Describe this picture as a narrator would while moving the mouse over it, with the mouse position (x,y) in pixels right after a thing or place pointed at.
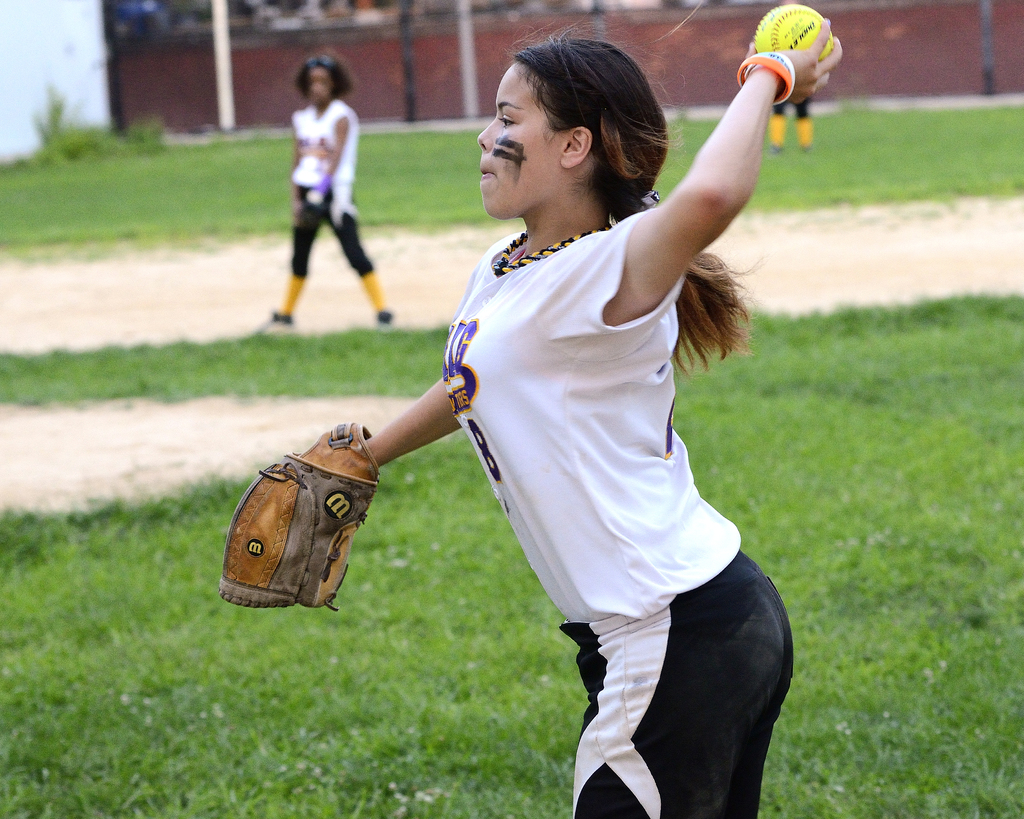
In this image a girl (577,461) wearing a white sports dress (571,508). She is holding a ball (784,39) with one hand (794,52) and she is wearing gloves (284,541) to other hand (297,551). She is standing on the grassland (468,575). A girl (296,298) is standing on the land (335,302). She is wearing white sports dress (330,147). Behind her there is a wall (935,92). Behind her there are few poles (224,65).
